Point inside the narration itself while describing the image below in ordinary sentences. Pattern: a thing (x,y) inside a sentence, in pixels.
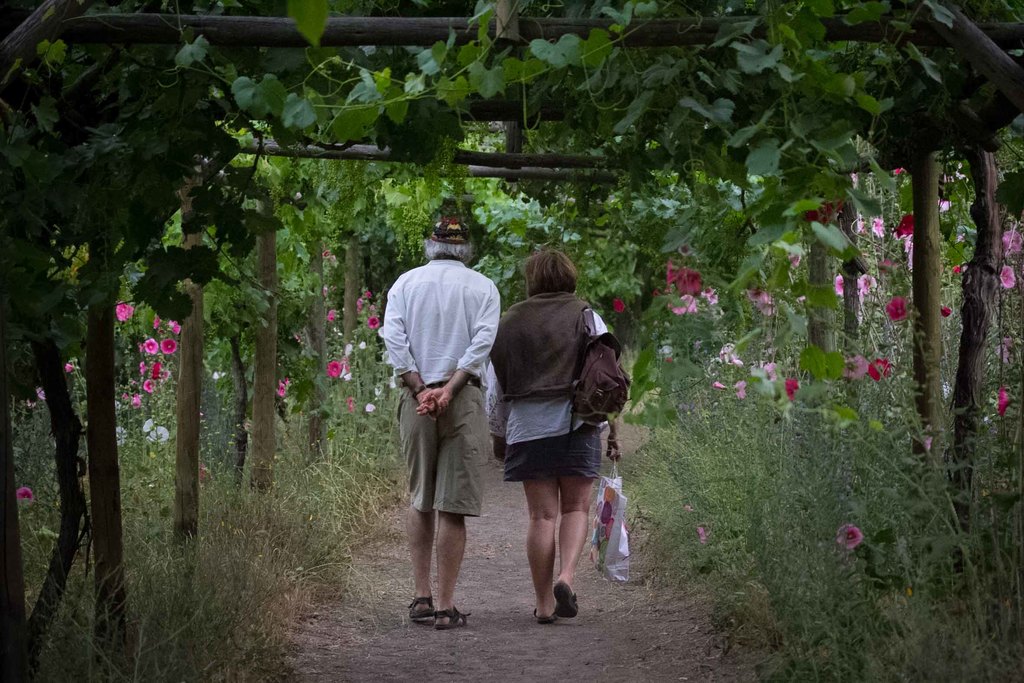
This image consists of two persons (510,478) walking. On the right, the woman (570,543) is wearing a bag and holding a cover (593,550). On the left (151,433) and right, there are trees (980,287) along with flowers (886,361).
